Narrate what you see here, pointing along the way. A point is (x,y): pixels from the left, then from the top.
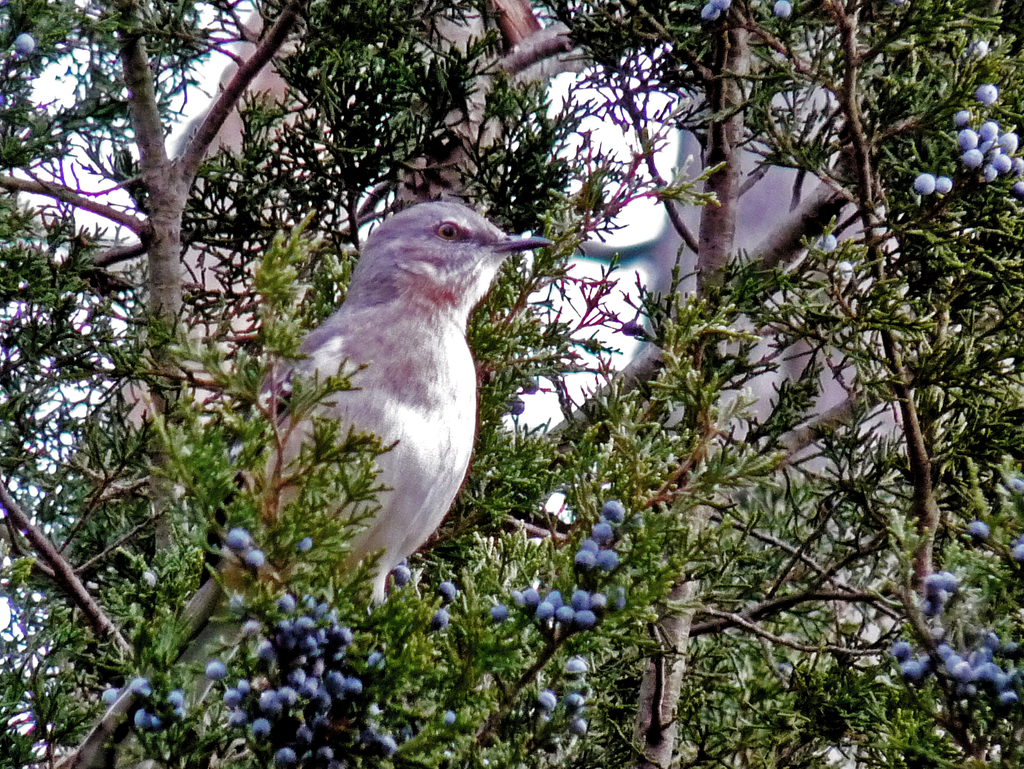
In this picture we can see a bird (303,432) on a tree branch (498,413) and in the background (330,207) we can see trees (373,157), sky (226,62).
